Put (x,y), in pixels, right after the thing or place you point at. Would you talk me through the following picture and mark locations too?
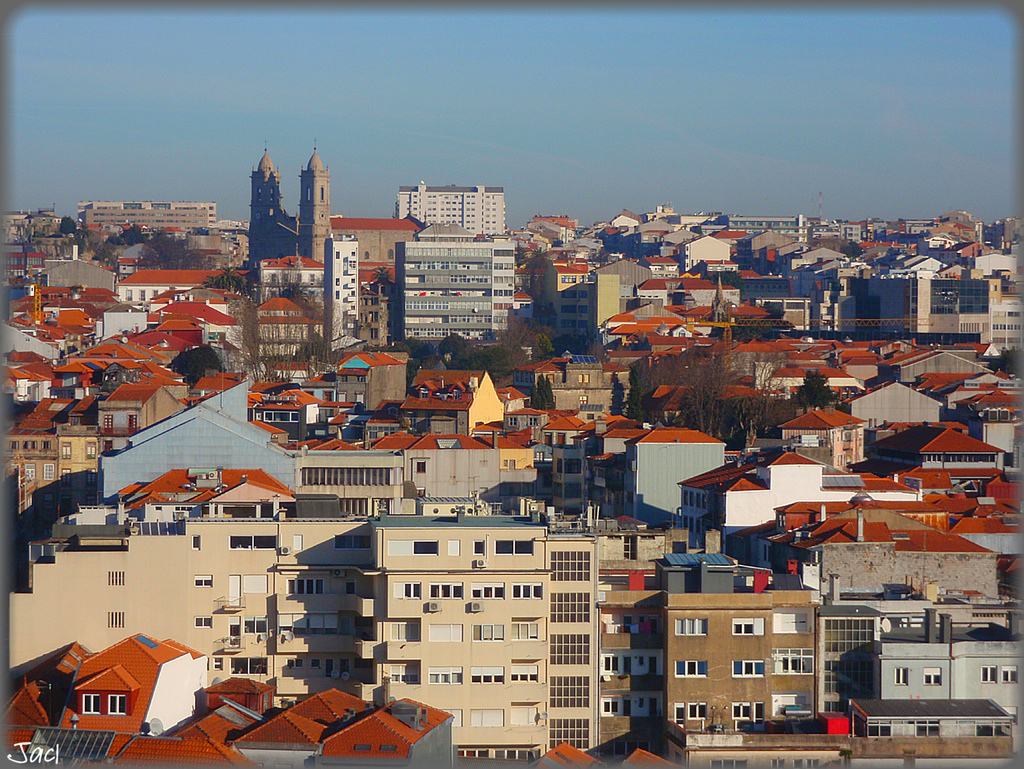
This is the aerial view of a city (57,592), there are many buildings (205,527) all over the place and above its sky (156,140).
